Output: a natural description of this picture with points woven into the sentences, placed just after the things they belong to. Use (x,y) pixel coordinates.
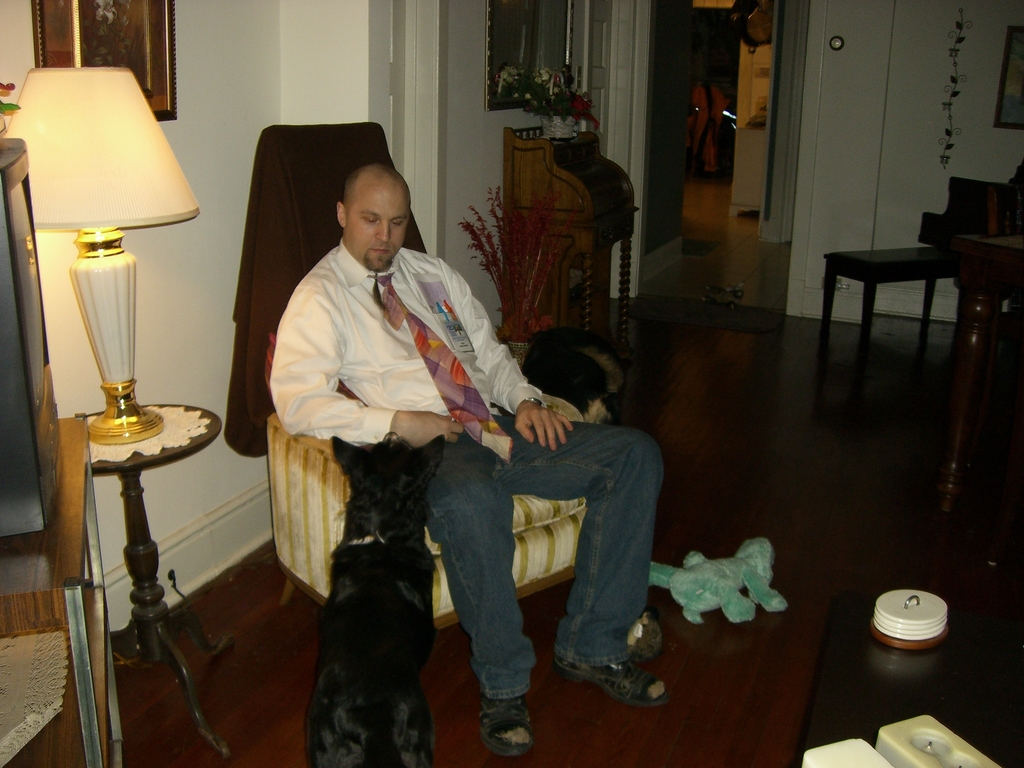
In this picture we can see man (383,333) wore tie (388,315) sitting on chair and beside to him there is dog (386,606), toy (709,572), lamp (103,175) on table (168,433), television (25,441) and at back of him we can see wall (276,79) with frames (504,78), door (608,63), benches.
